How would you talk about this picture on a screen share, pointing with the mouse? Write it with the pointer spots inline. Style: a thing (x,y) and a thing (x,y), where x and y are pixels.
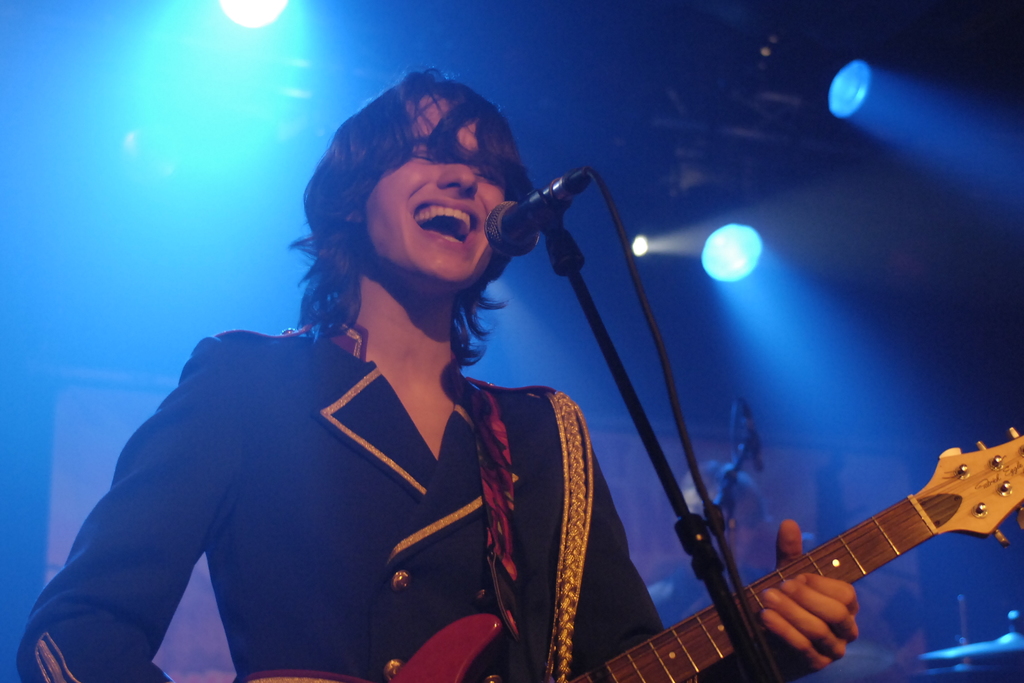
In this image I can see a person (408,499) wearing black and gold colored dress (378,497) is standing and holding a guitar (486,632) in his hand (790,560). I can see a microphone (536,204) in front of him. In the background (639,347) I can see few lights (760,234) and the dark background (290,20).
